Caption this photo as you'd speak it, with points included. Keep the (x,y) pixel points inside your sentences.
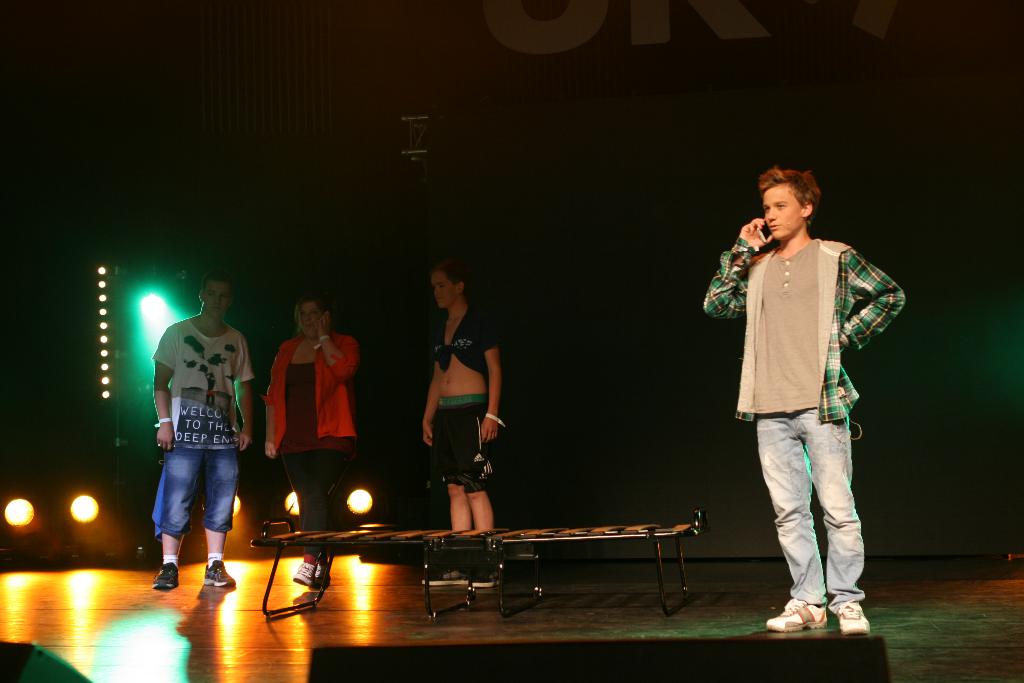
This picture seems to be clicked inside. On the right (782,287) there is a person (781,316) wearing t-shirt (788,312), jacket (859,284), standing on the ground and seems to be talking on a mobile phone (765,236). On the left (219,463) we can see the three persons (291,384) standing on the ground (400,574) and there are some tables (275,560) placed on the ground (165,625). In the background (151,303) we can see the focusing lights (84,509).
